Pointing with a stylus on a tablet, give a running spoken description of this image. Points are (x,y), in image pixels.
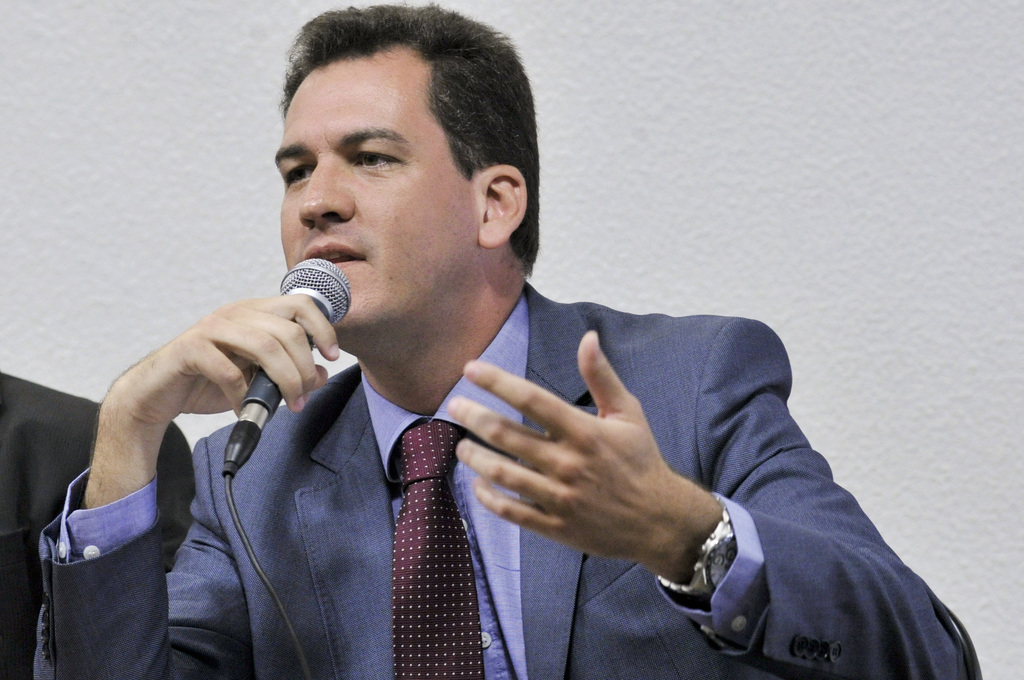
The person (586,390) wearing blue suit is speaking in front of a mic (309,280) and the background (651,135) is white in color.
